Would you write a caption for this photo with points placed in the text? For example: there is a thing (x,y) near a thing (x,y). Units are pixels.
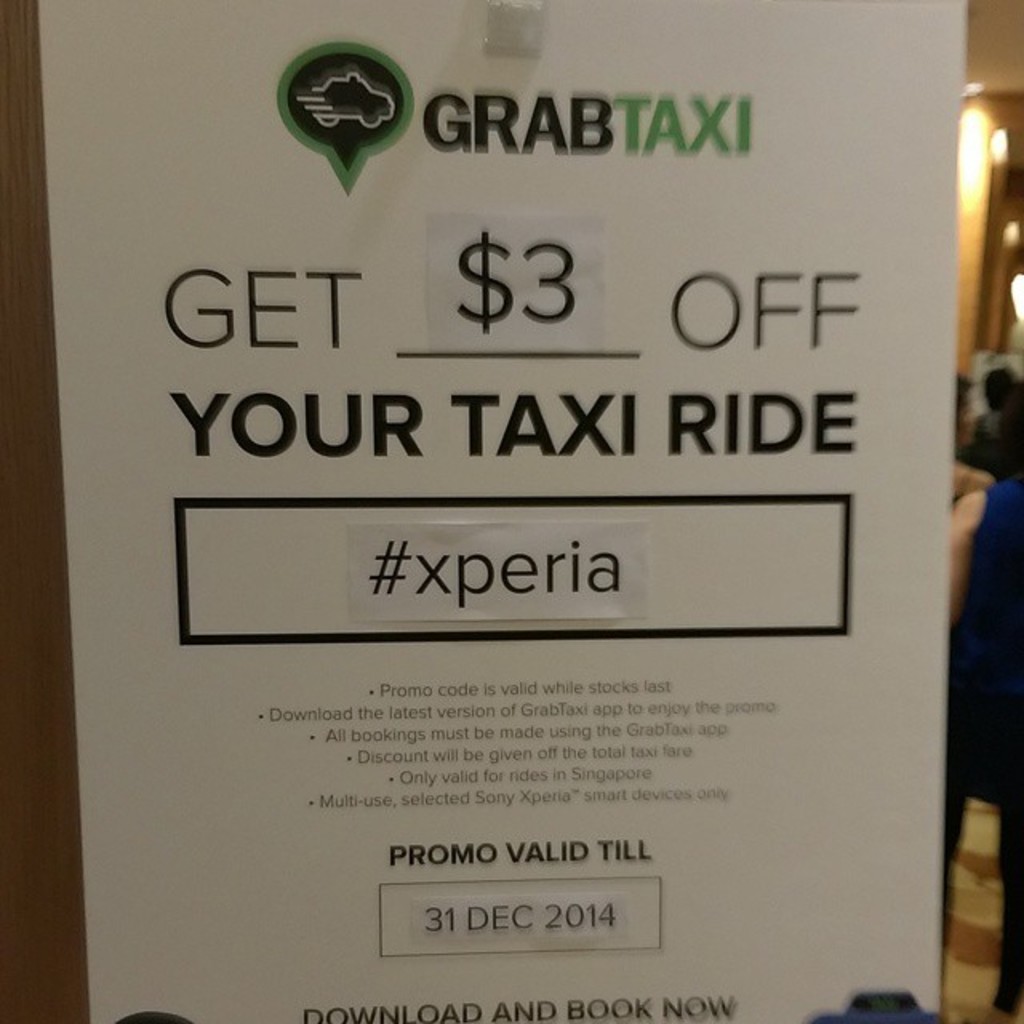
In the picture we can see a board (867,799) to the wooden plank (37,511) on it, we can see some information about the Grab taxi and beside the board (768,938), we can see some people (977,698) are standing and in the wall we can see the light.
